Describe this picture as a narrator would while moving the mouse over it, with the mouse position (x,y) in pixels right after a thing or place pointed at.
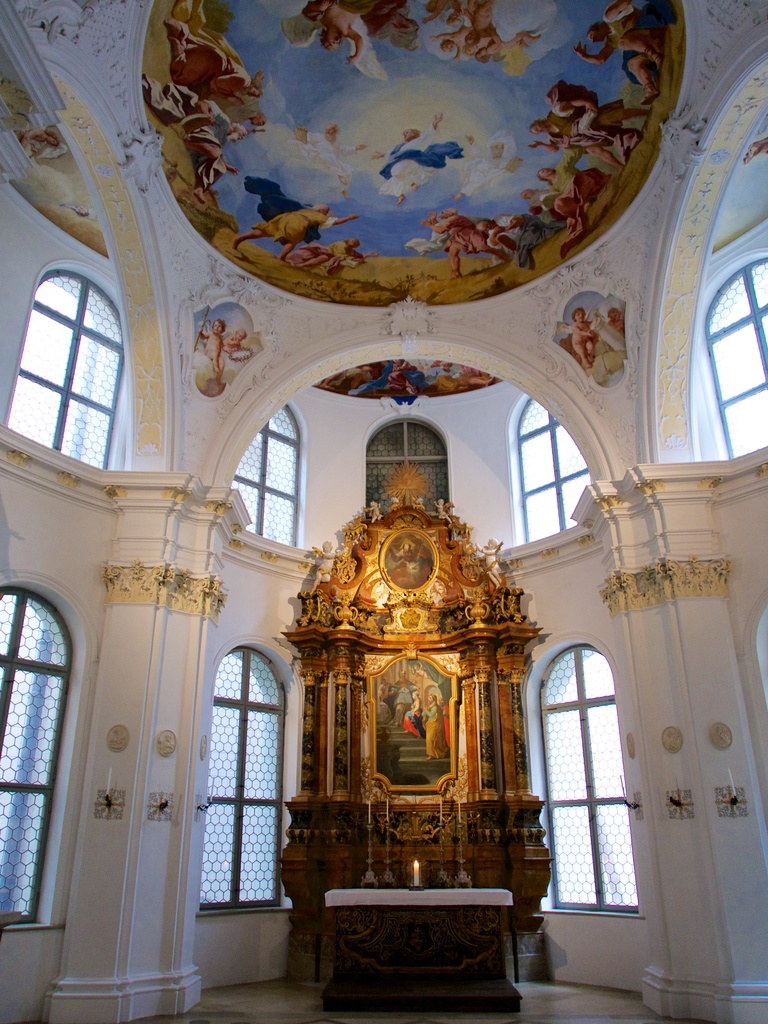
At the bottom of this image (502,959), there is a candlelight (412,882) arranged on a wooden table (487,903). On the left side (160,885), there are windows (58,653) and a pillar (100,949). On the right side (742,923), there are windows (583,702) and a pillar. In the background (512,647), there are paintings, sculptures (314,617) and a window (419,421).
